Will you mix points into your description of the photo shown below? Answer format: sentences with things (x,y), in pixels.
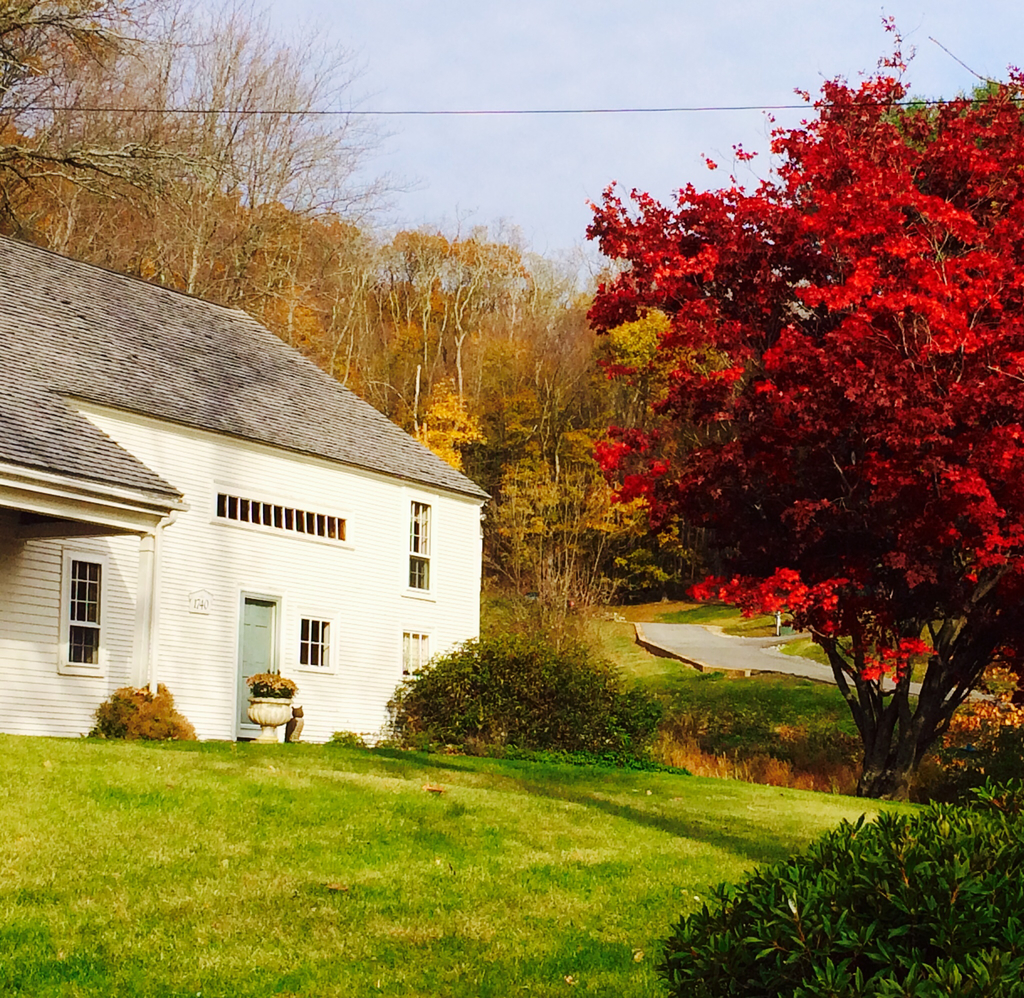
In this image we can see a building (145,520), there is a potted plant (287,697) and few trees (875,453) in front of the building (374,426) and there are few trees (248,279) and the sky (518,102) in the background (615,139).
